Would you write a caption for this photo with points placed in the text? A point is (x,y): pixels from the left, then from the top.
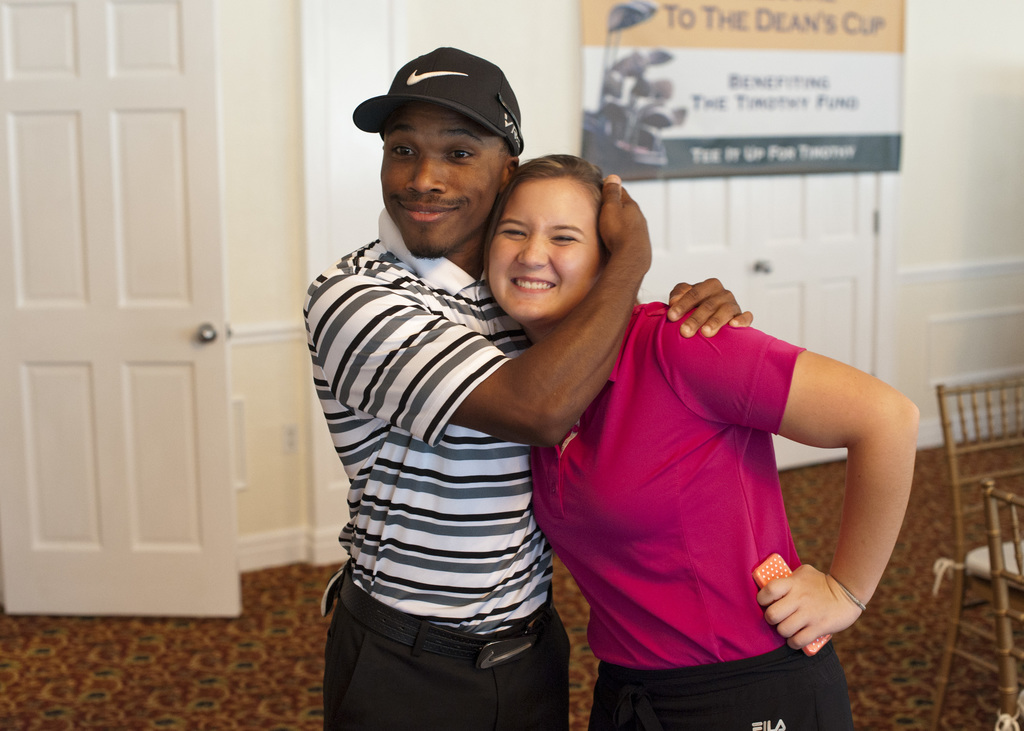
In the center of the image (346,317) we can see a man (473,511) and a lady (648,640) standing. On the right (1008,606) there are chairs (957,608). In the background (736,238) there are doors (141,280) and we can see a board (867,129) placed on the wall (919,161).
